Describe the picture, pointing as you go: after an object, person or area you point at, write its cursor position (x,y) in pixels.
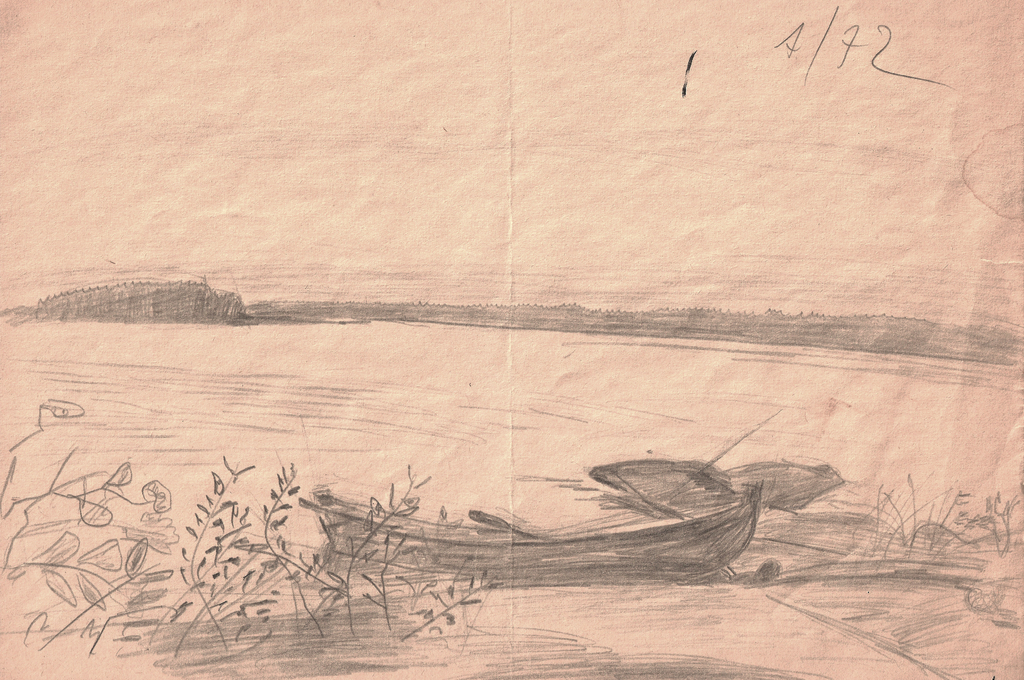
In the image we can see there is water (379,347) on the paper (758,659) and there is boat (727,536) in the water (565,460). There are plants (83,518) in the water (456,399) and its written A/72 on the paper (129,276).
